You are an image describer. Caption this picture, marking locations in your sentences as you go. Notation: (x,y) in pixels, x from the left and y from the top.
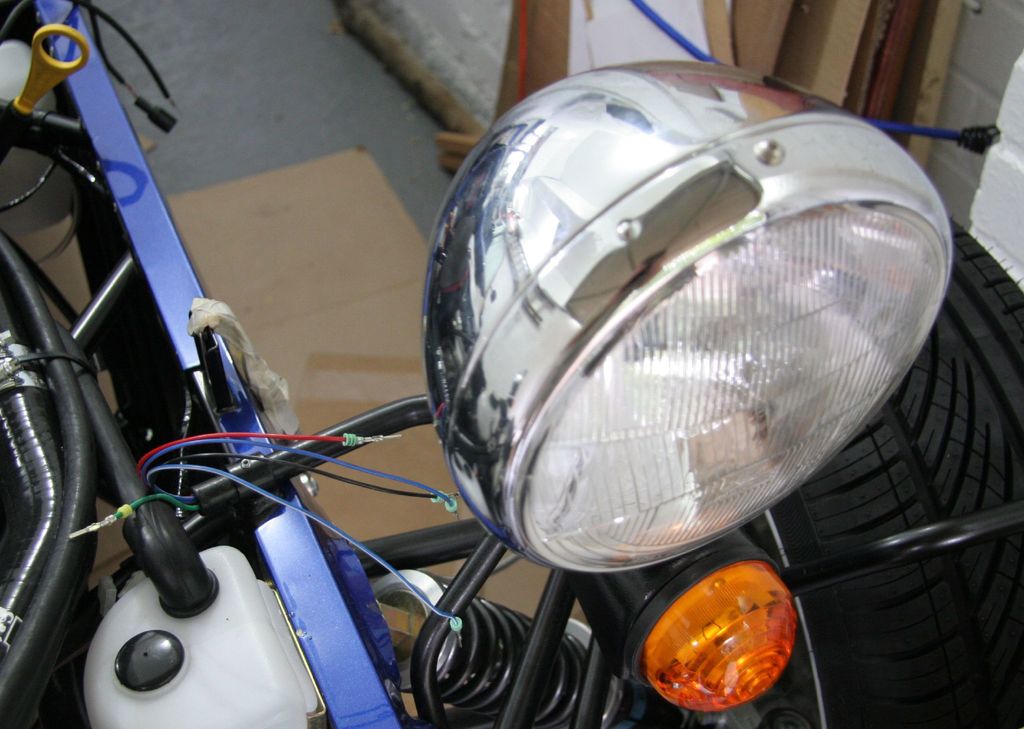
In this image I can see a vehicle (429,403). In the background (450,36), I can see the wall (468,9).
